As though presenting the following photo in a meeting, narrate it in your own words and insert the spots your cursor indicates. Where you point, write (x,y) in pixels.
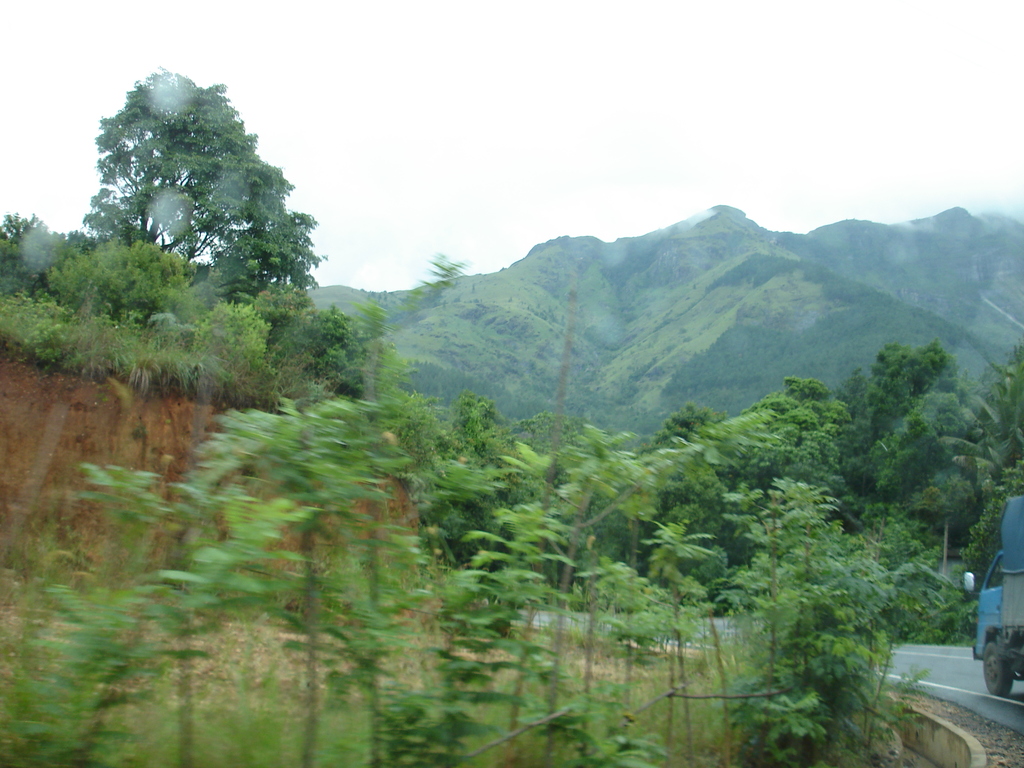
In the foreground of this image (537,656), there are trees (821,635). On the right (1012,590), there is a vehicle (1004,690) moving on the road (943,677). In the background (688,395), there are trees (250,200), mountains (469,299) and the sky (440,70).
